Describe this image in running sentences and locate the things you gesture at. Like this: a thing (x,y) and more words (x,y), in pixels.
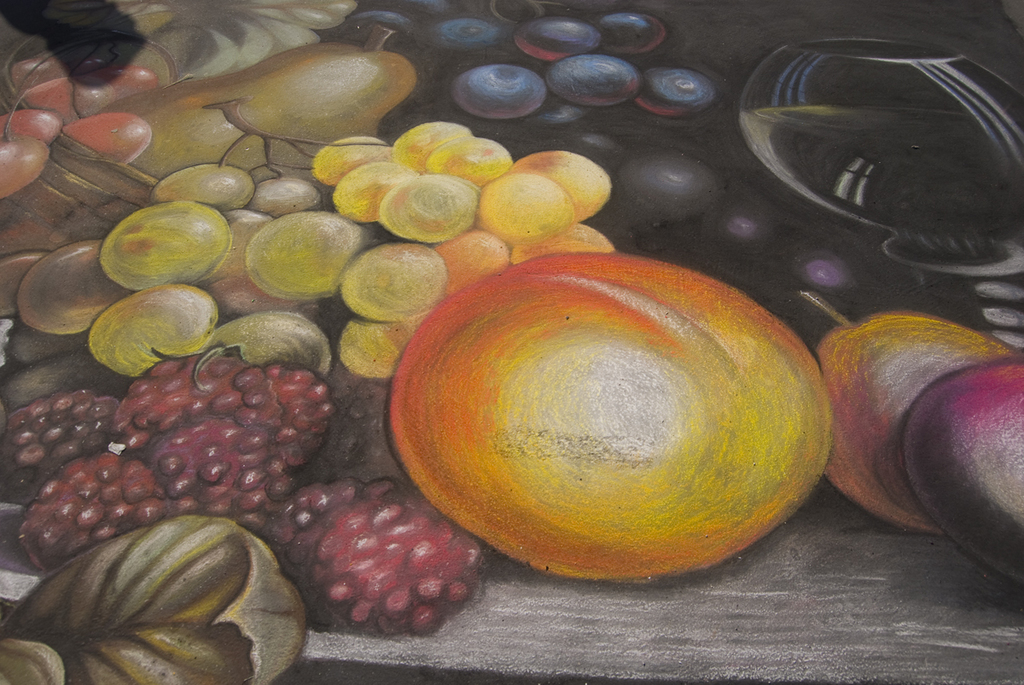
This image consists of painting (342,288) of the fruits (374,519).
